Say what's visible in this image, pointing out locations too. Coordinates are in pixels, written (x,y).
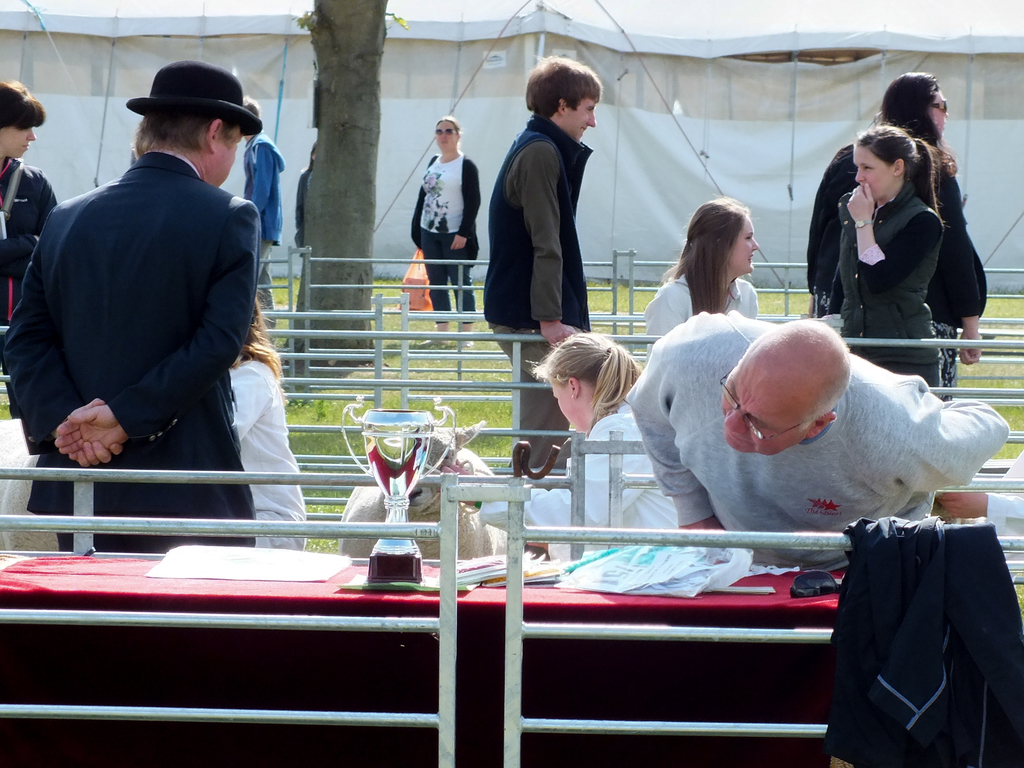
In the image we can see there are many people (671,307) around, they are wearing clothes (688,349) and one person (148,264) is wearing a hat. Here we can see a trophy fence (382,466) and the tree trunk (336,130). Here we can see tent (725,147), grass (999,382), table (160,583) and papers (659,586) on the table (610,616).
